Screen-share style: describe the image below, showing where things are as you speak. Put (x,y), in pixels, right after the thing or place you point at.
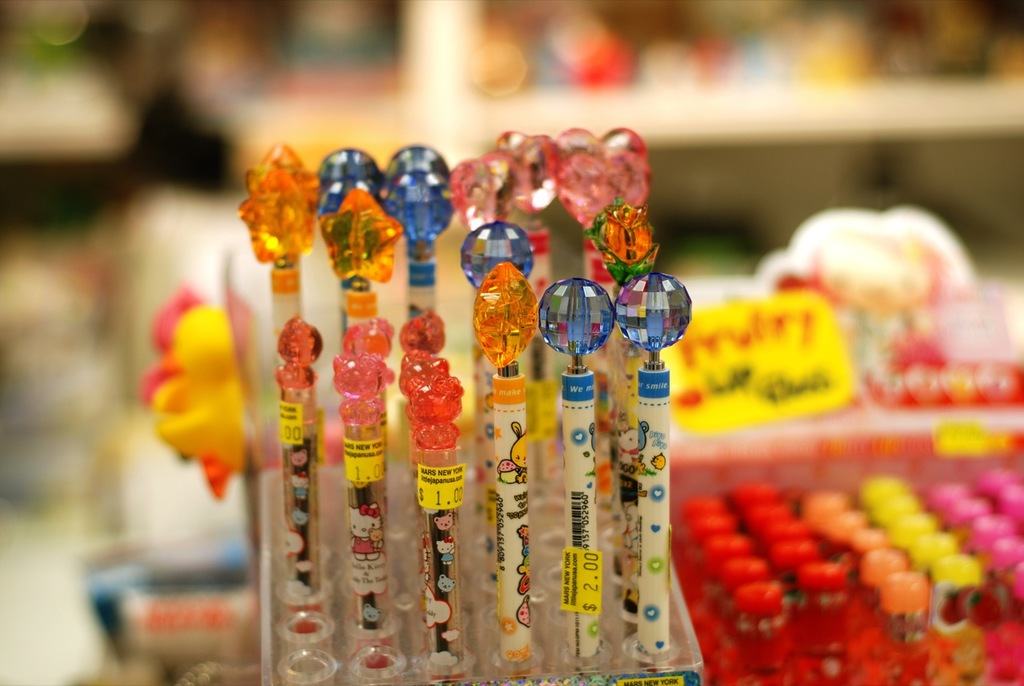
In this picture I can see pens (480,321) with stickers (538,386), there are some objects (851,437), and there is blur background (76,83).
